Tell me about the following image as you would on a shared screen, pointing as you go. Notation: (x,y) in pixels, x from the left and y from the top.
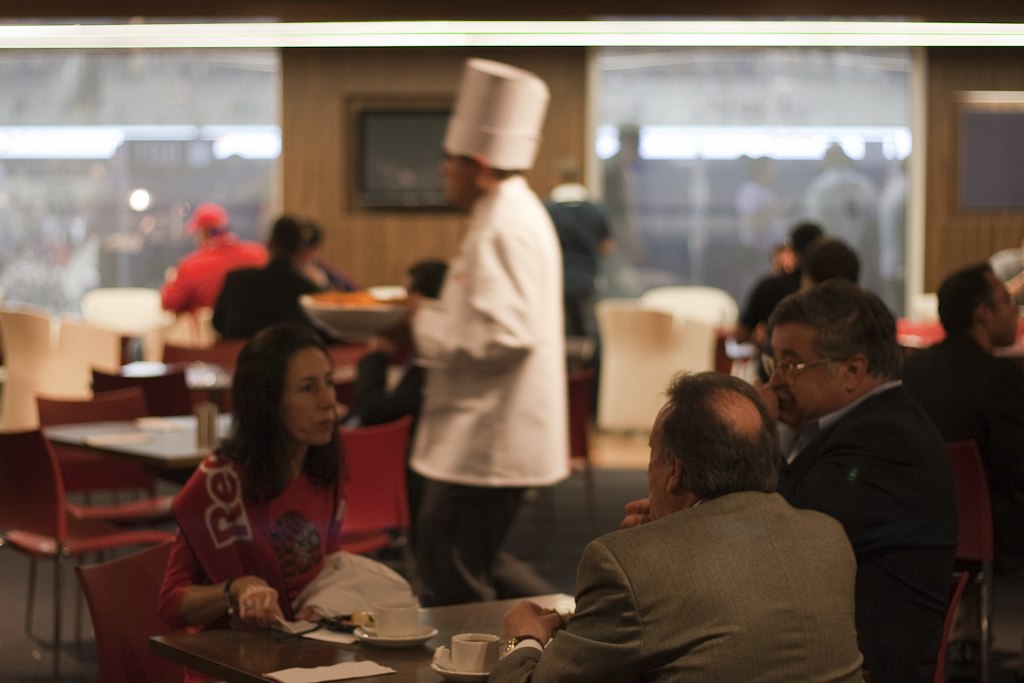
In the image we can see there are people (580,600) who are sitting on chair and there is a man (422,311) who is standing with a bowl (383,309) in his hand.
